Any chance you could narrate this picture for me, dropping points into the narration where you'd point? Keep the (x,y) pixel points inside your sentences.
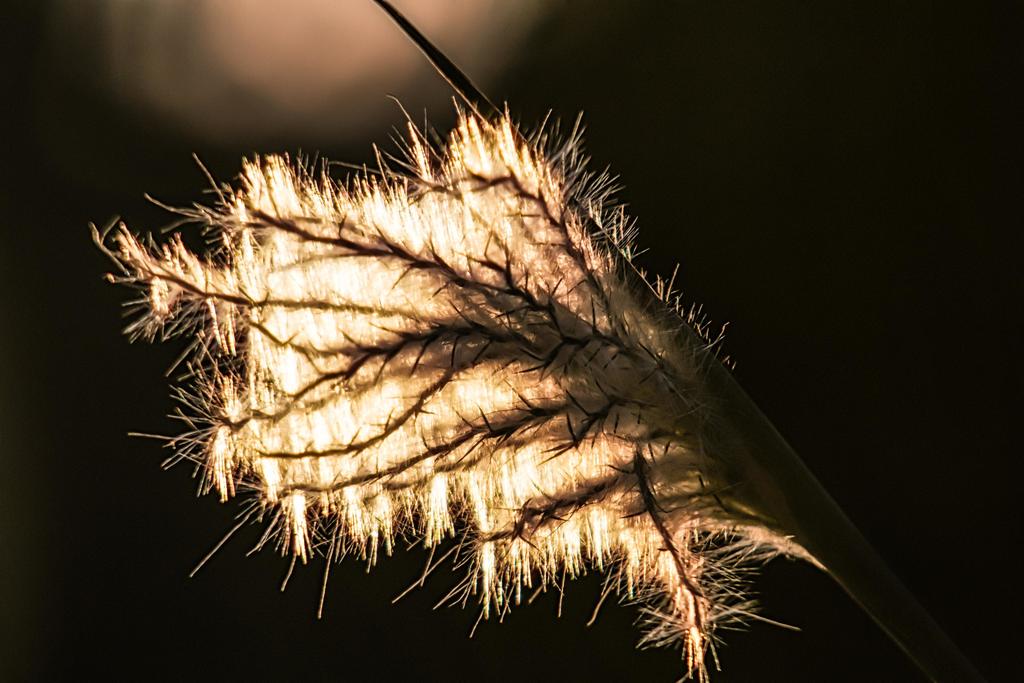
In this image may be there is a flower (652,343), on which there are thorns (337,381), stem (820,543) visible, background (816,439) is dark.
